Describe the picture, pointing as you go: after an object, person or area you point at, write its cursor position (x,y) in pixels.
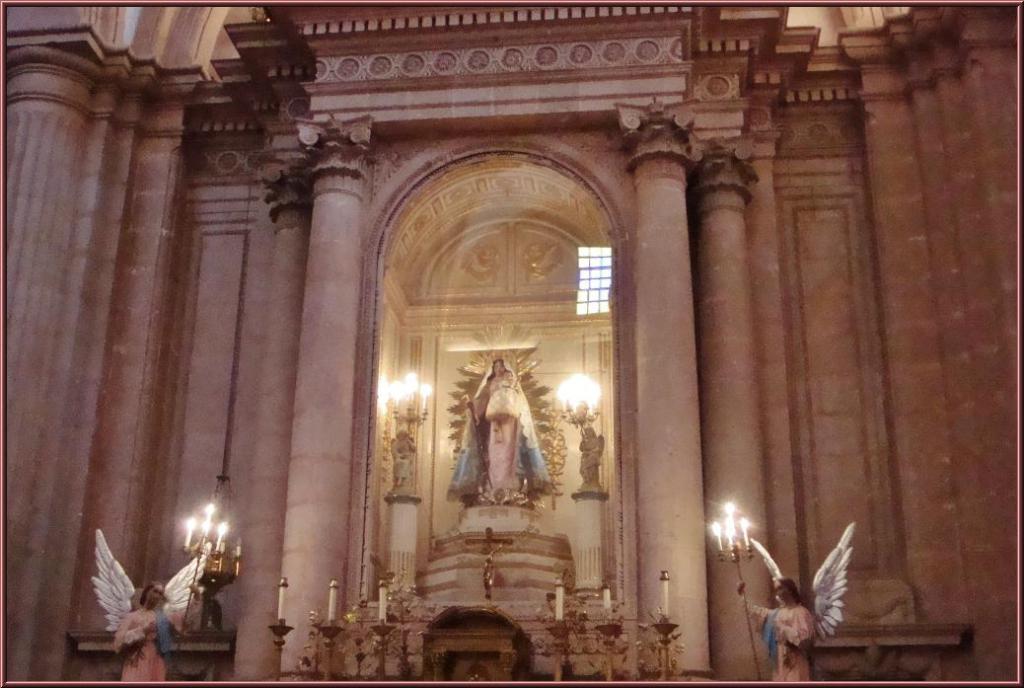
In this image I can see few statues (409,447) and few candles (744,535) on the stands (744,581). Background (774,443) I can see few pillars (760,345) and the wall (243,378).
